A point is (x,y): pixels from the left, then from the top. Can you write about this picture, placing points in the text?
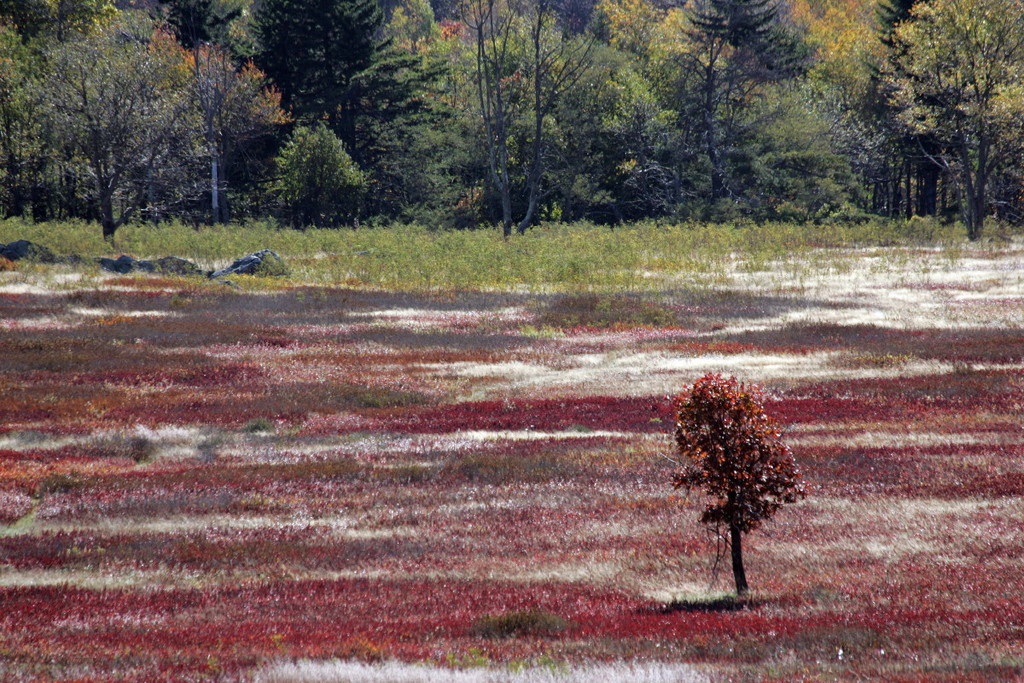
In this picture we can observe red color plants (283,630) and some dry grass (436,441) on the ground (798,324). We can observe a plant (708,488) here. We can observe some plants (254,243) and stones (200,270). In the background (328,95) there are trees (417,96).
